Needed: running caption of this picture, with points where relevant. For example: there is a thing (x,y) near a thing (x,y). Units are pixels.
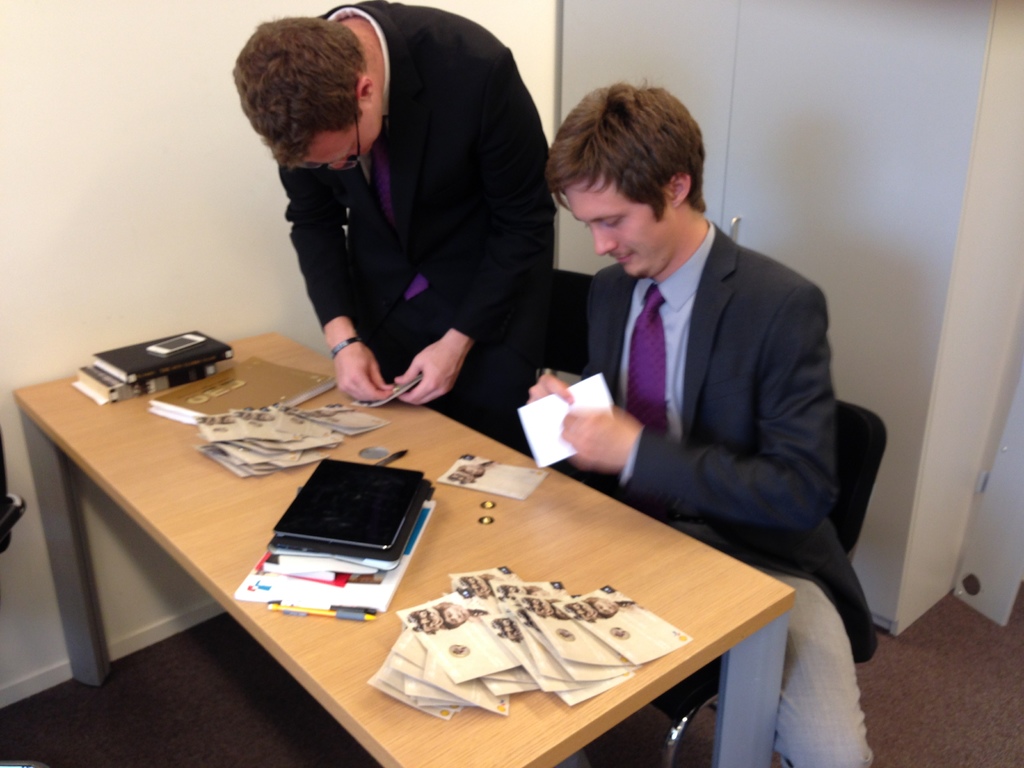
In this image there are two persons (618,303) wearing black color suit (361,227) and at the foreground of the image (383,474) there is a table (394,619) on which there are different greeting cards (314,454) and mobile phone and at the background of the image (589,5) there is a wardrobe (821,200).
